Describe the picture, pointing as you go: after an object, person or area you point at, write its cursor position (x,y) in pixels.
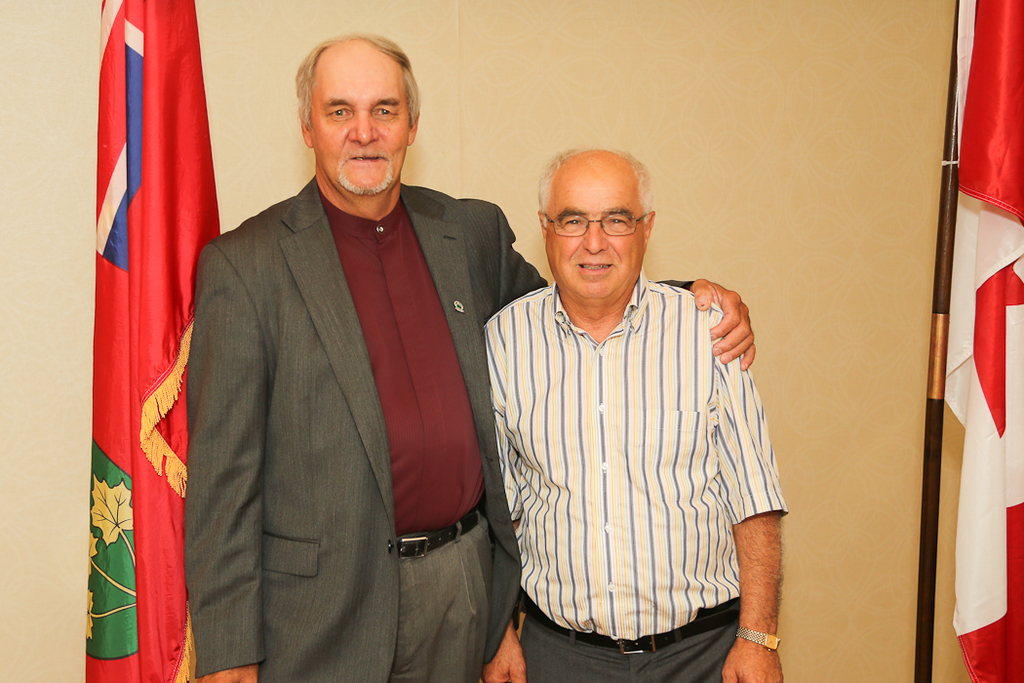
In this picture, we see two men (452,400) are standing. The man (611,353) on the right side (732,502) is wearing the spectacles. Both of them are smiling and they are posing for the photo. On the left side (151,144), we see a flag (166,417) in red, green, yellow, white and blue color. On the right side (976,478), we see a flag pole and a flag (975,513) in white and red color. In the background (697,124), we see a wall (645,135).
